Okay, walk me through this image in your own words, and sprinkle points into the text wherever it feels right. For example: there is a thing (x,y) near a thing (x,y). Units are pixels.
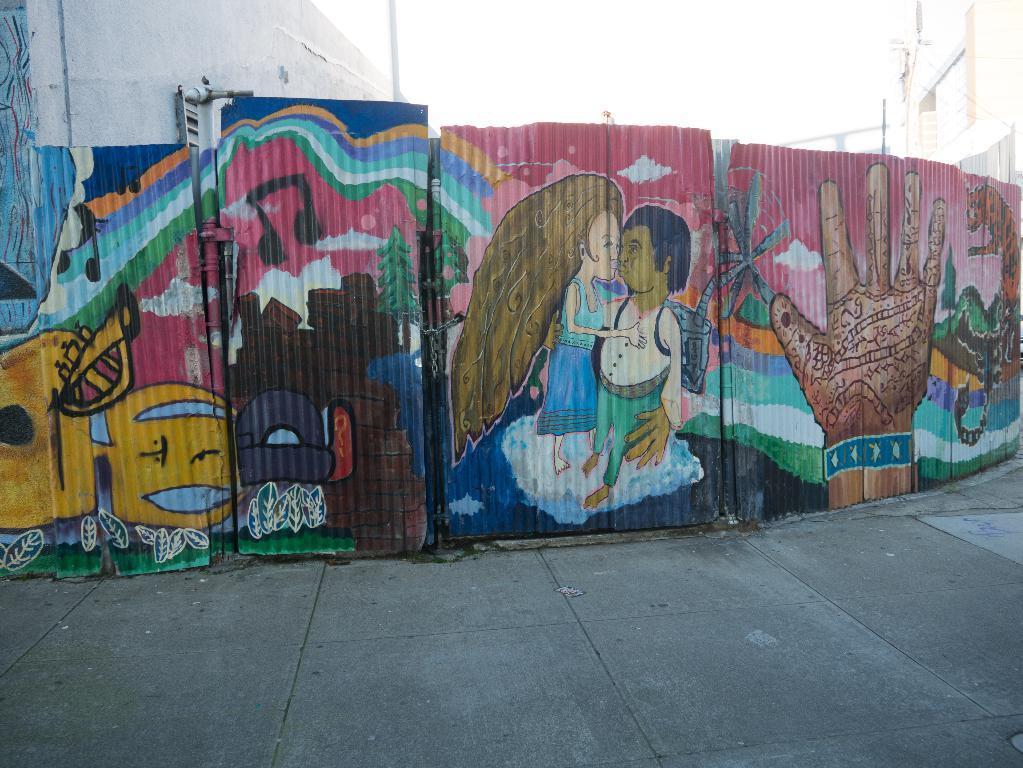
In this image I can see a wall (491,332) on which I can see painting (602,332) of people hand (844,335) and some other cartoons (307,363). In the background (430,62) I can see poles (397,52) and the sky (692,87).
